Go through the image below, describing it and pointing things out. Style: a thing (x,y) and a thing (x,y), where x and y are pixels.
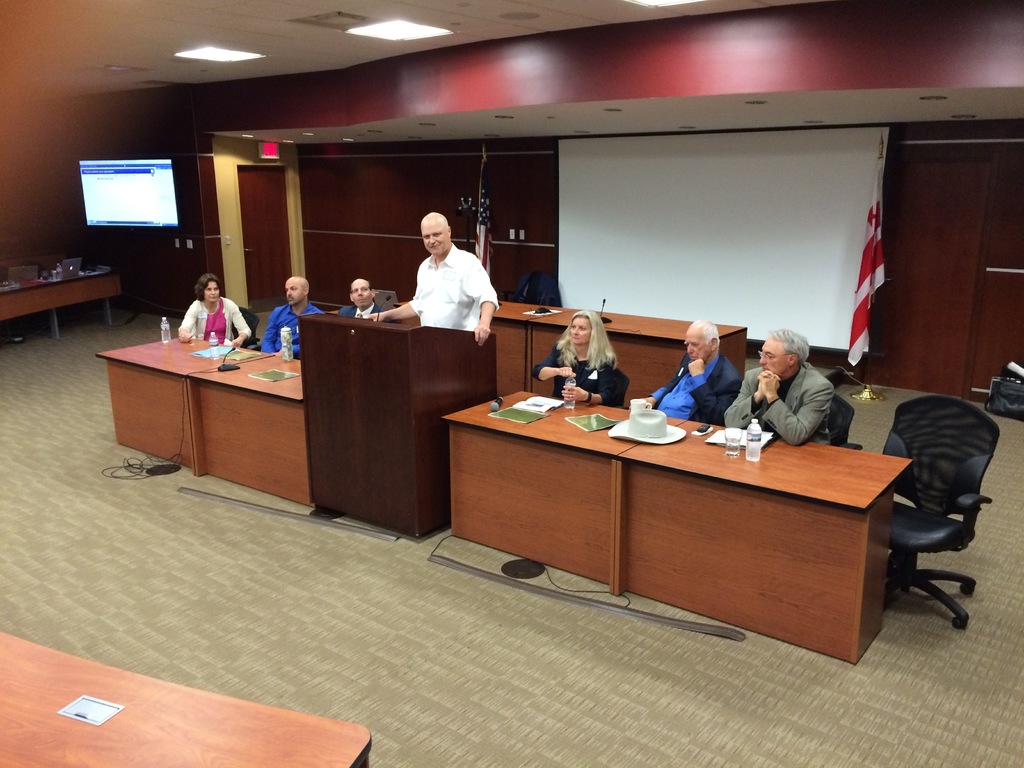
This is a room (99,449) where we can see a screen (144,209) and benches (487,488) and also seven people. Among them six are sitting on the chairs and one is standing.
